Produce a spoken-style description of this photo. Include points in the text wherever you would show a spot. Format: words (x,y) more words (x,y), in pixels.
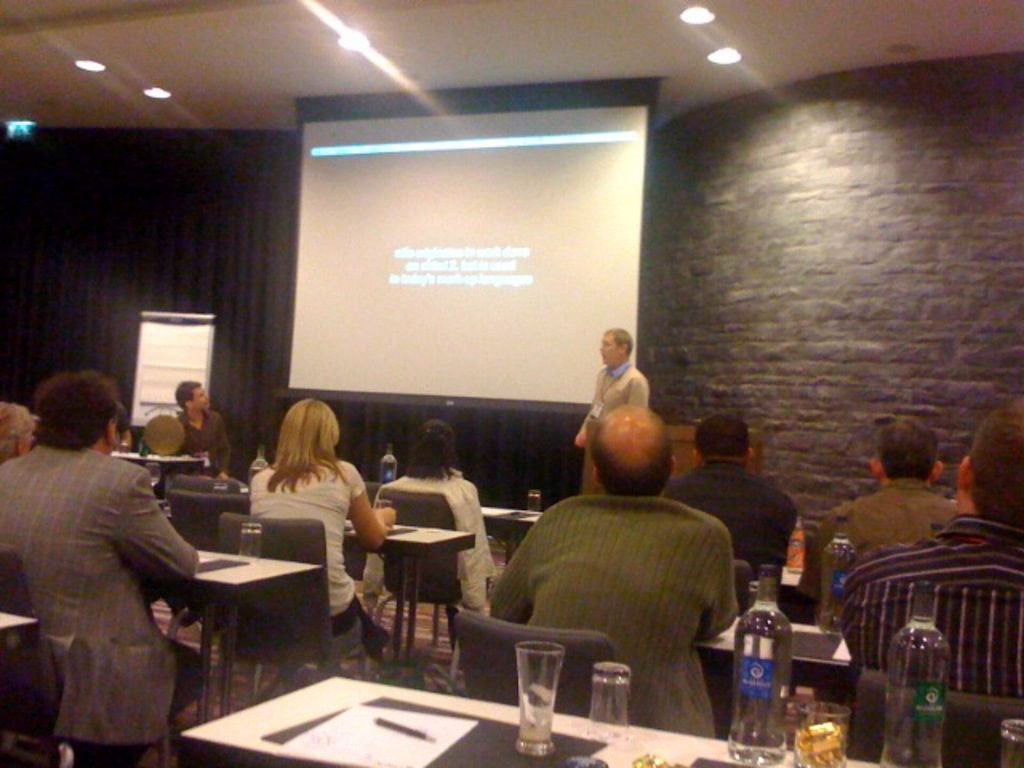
A group of people (642,509) are listening to a man (593,409) who is presenting with a screen (477,298) behind him.
